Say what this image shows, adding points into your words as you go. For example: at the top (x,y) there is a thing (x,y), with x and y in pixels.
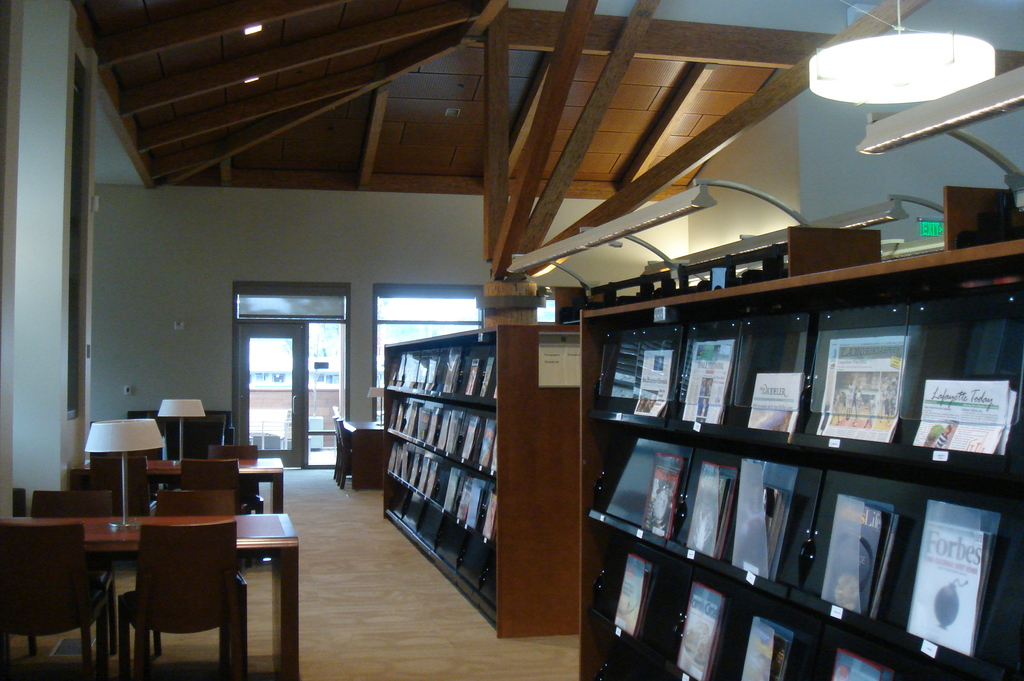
In this image I can see few tables (364,435) and number of chairs (221,493) on the left side (196,519). I can also see three lamps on the tables (357,447). On the right side of this image (948,418) I can see number of papers (930,390) on the shelves (689,359) and on the top right side of this image (926,56) I can see a light (920,36).
